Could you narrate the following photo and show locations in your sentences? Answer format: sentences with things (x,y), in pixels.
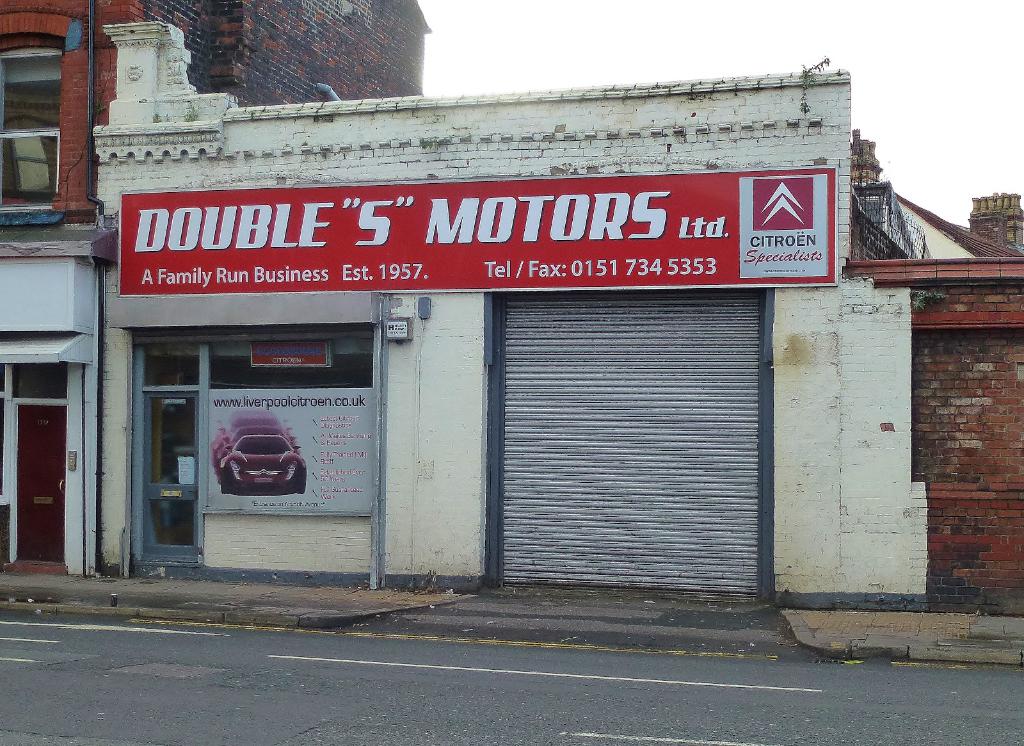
At the bottom of this image (277,699) there is a road (170,689). In the middle of the image (456,332) there are some buildings (213,390). At the top (705,42), I can see the sky (541,34).
